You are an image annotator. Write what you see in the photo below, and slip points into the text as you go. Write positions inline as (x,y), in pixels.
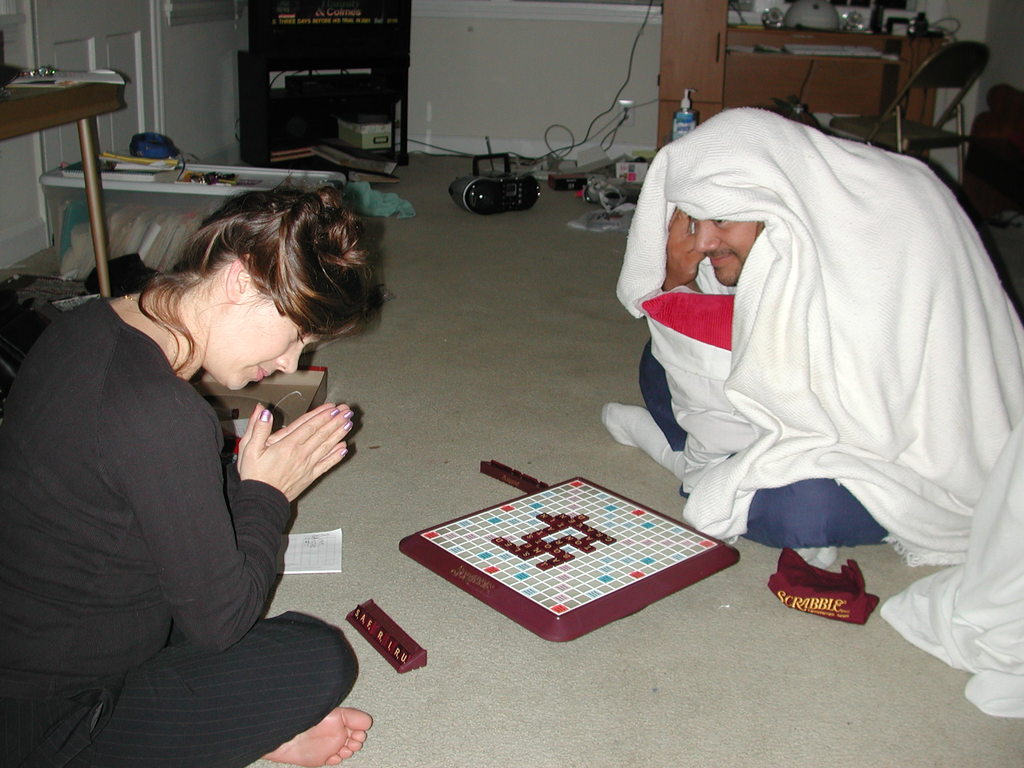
people (208,510) are sitting on the floor (575,455). there is a game (522,568) in front of them. the person (152,544) at the left (152,544) is wearing black dress (227,598) and the person (800,191) at the right (809,326) is wearing white. behind them there is chair (893,128). table (743,86), wires (610,126).
